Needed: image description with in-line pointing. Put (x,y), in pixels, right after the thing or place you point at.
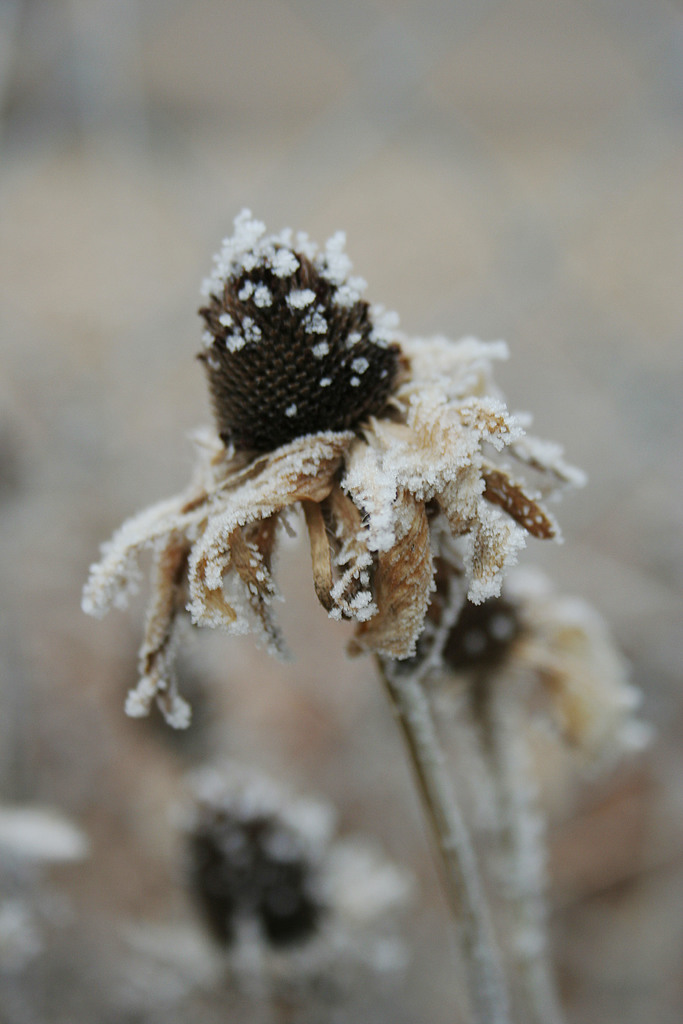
In this image there is a flower (415,498) covered in snow (372,613).
